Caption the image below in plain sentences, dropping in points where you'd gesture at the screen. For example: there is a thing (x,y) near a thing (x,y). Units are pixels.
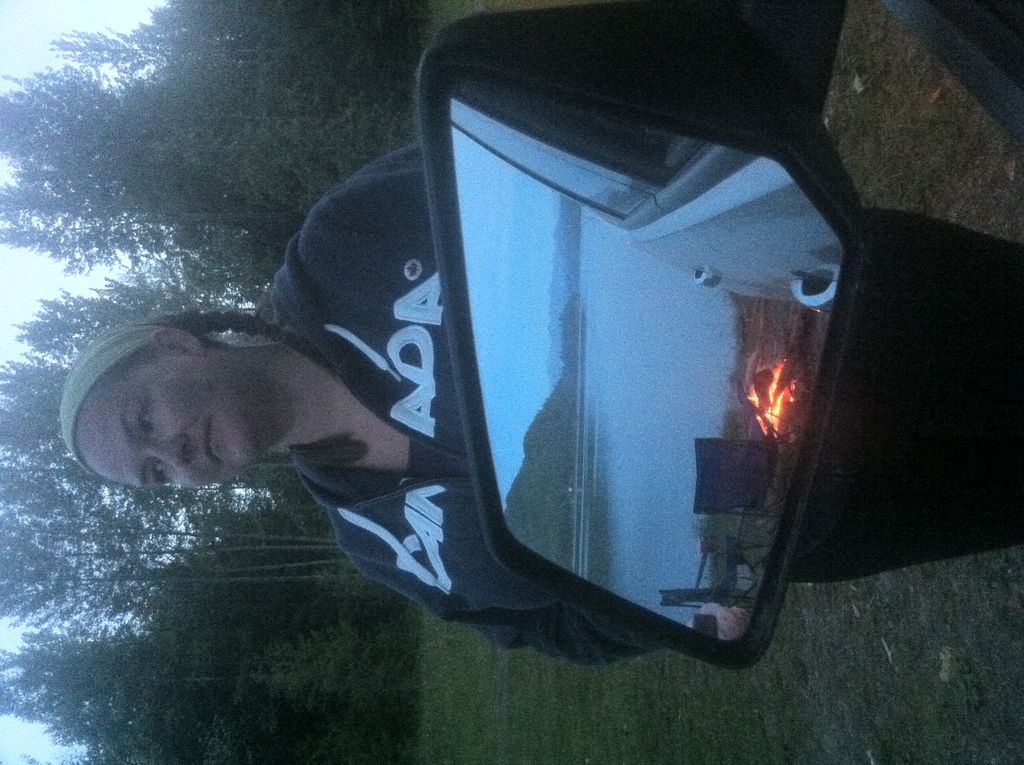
In this image in the front (631,317) there is a mirror (725,333) and on the mirror (632,405) there are reflections (695,410) of the fire (786,393), water (670,402) and trees (561,443), and in the center (403,423) there is a woman (339,444) standing. In the background (257,500) there are trees (250,532) and there's grass (571,671) on the ground (554,673).
